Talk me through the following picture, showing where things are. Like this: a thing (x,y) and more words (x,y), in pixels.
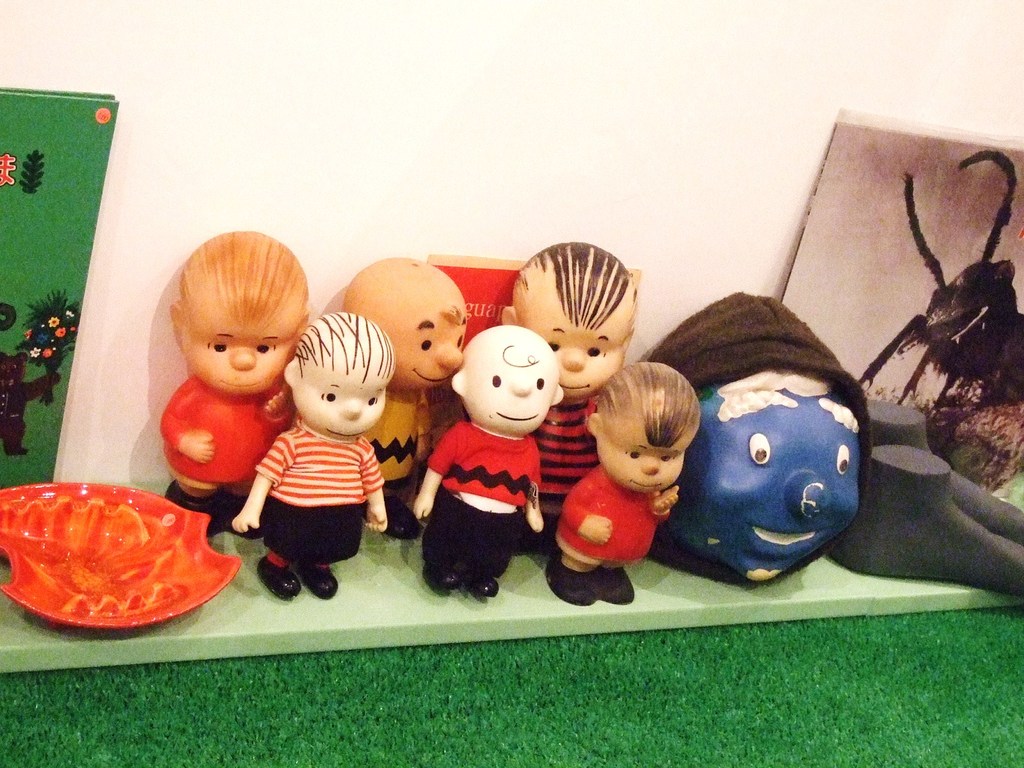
In this picture I can observe some toys (493,340) which are in red and black colors. In the background (533,121) there is a wall (449,138).
